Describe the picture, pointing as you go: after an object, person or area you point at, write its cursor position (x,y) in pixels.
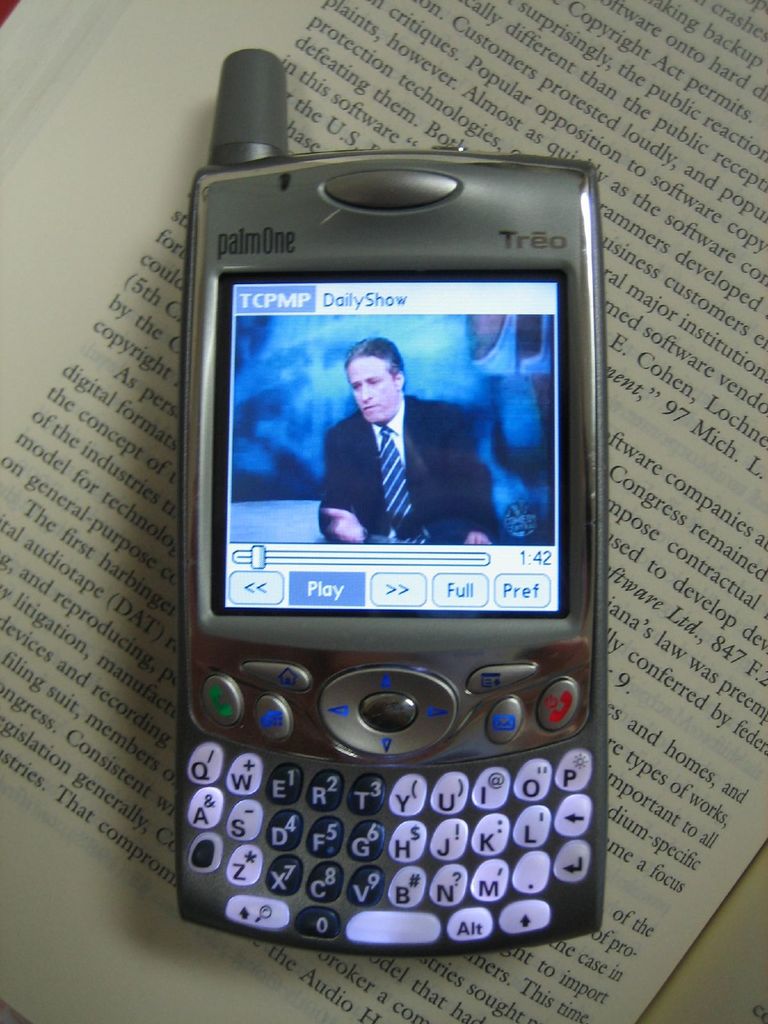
In this picture I can see a book (247,28) and a mobile (277,444) on the book (247,28) displaying a video (383,455) and I can see text (729,295) on the paper (54,420).
